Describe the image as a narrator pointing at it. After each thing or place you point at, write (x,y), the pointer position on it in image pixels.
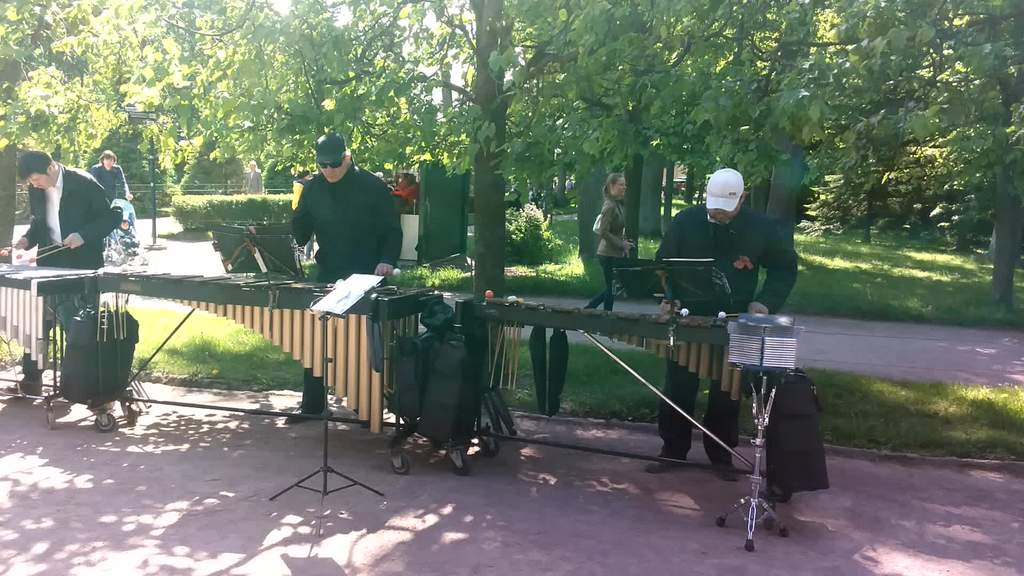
In this image I can see three people (298,236) standing and playing the musical instruments (305,283). I can see two people (332,156) wearing the caps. In the background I can see the road (820,318). On the road (162,213) I can see few people (129,199) with different color dresses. To the side of the road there are many trees (330,100). I can see the sky (451,50) in the back (451,50).
